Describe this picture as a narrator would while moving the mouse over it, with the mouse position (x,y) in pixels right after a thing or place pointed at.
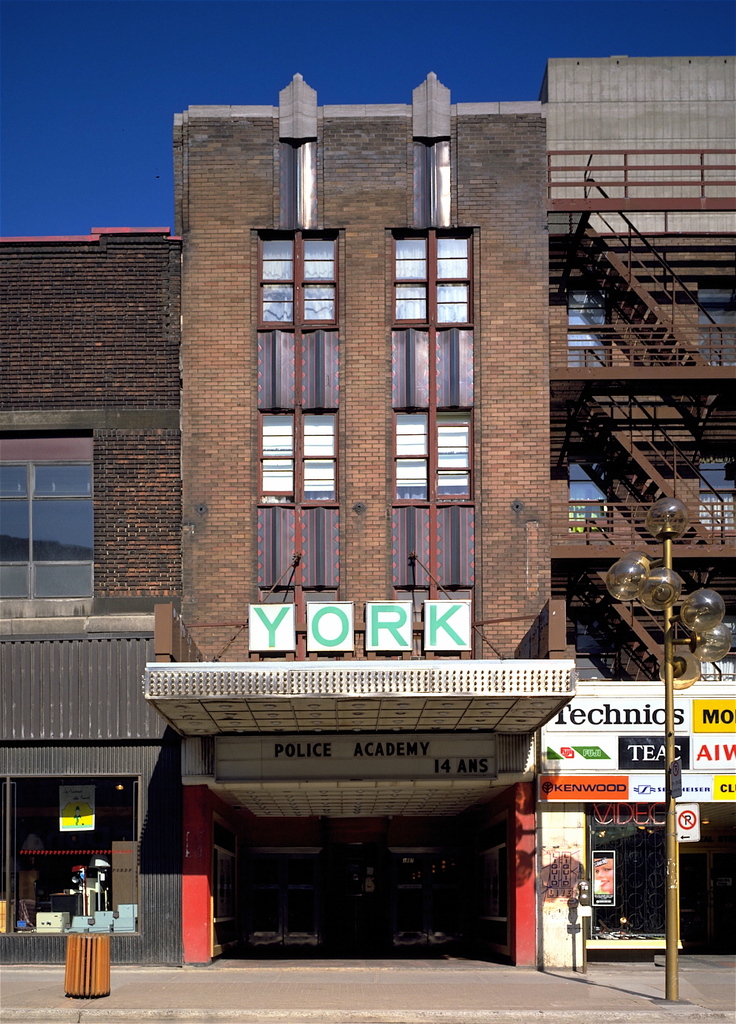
In this image, we can see a building (389,369) and there are boards (292,611), lights (496,673), posters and we can see a stand (91,947) and there are stairs (620,610) and railings (608,586). At the top (174,60), there is sky (143,209) and at the bottom (457,973), there is a road (511,971).
